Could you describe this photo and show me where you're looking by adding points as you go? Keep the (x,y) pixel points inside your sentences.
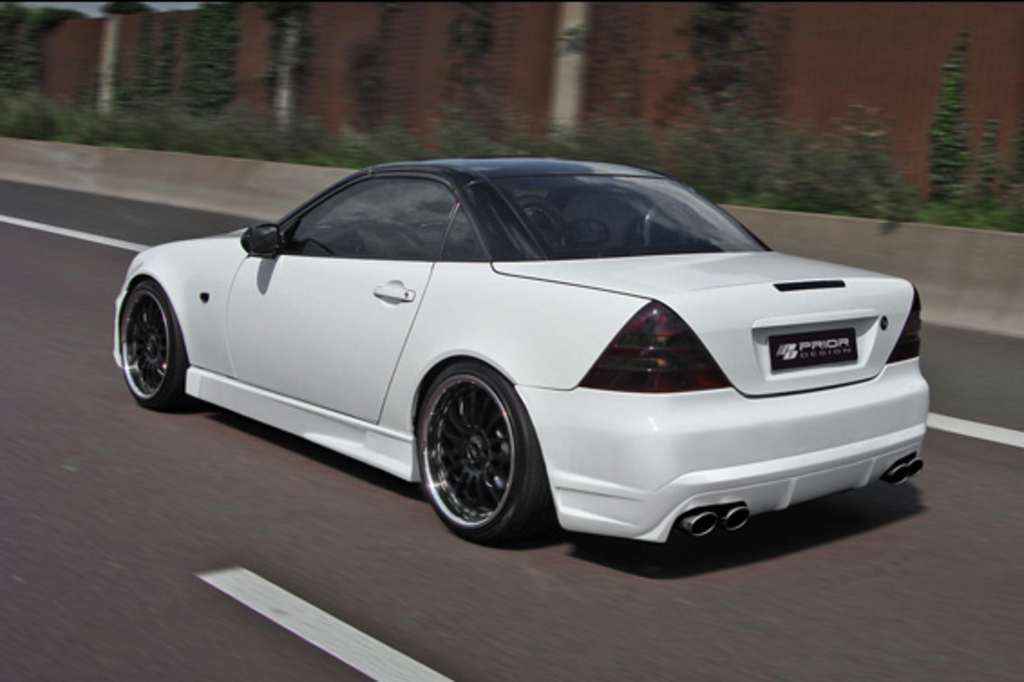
In this picture I can observe a car (423,305) in the middle of the picture (533,416). In the background (154,91) I can observe plants (79,131) and wall (630,56).
